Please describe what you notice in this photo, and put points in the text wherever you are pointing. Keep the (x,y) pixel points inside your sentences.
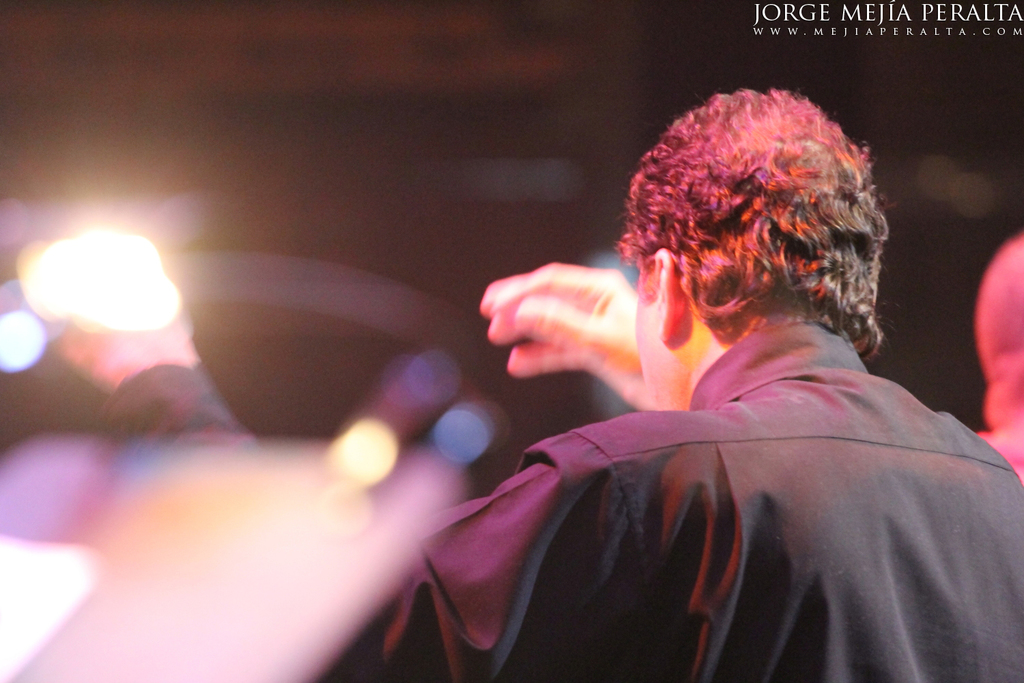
A man (709,420) is wearing black color shirt (782,505).
